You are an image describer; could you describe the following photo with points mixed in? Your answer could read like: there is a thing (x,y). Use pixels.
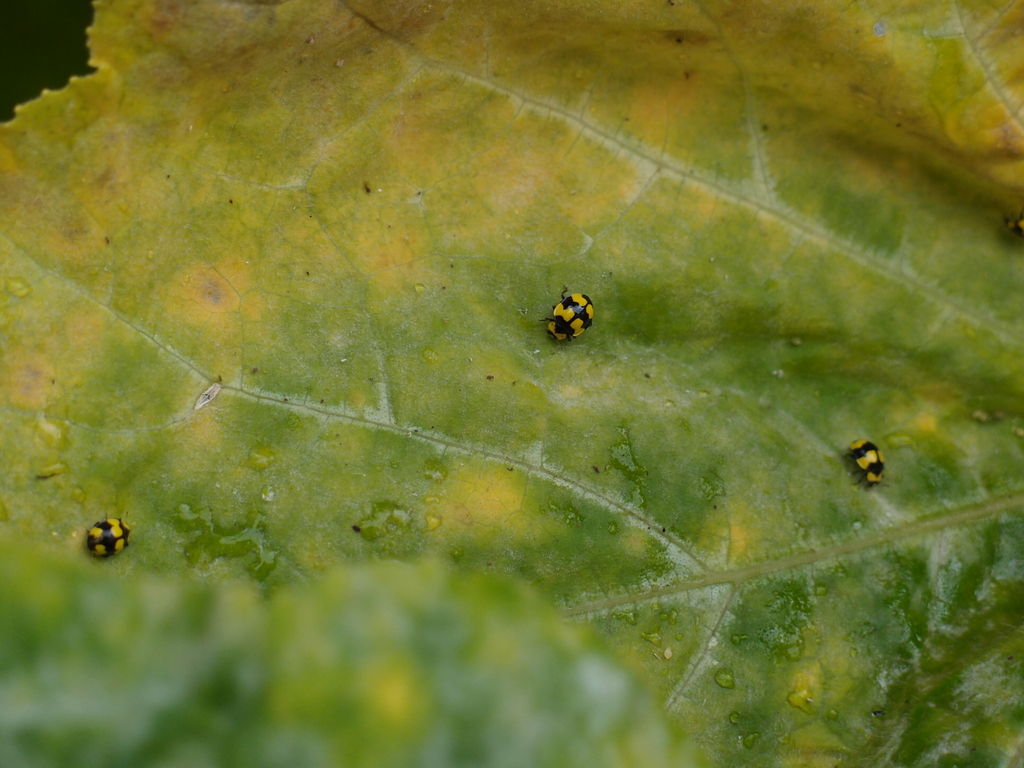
In this image I can see insects (881,462) are on the leaf (502,396).
